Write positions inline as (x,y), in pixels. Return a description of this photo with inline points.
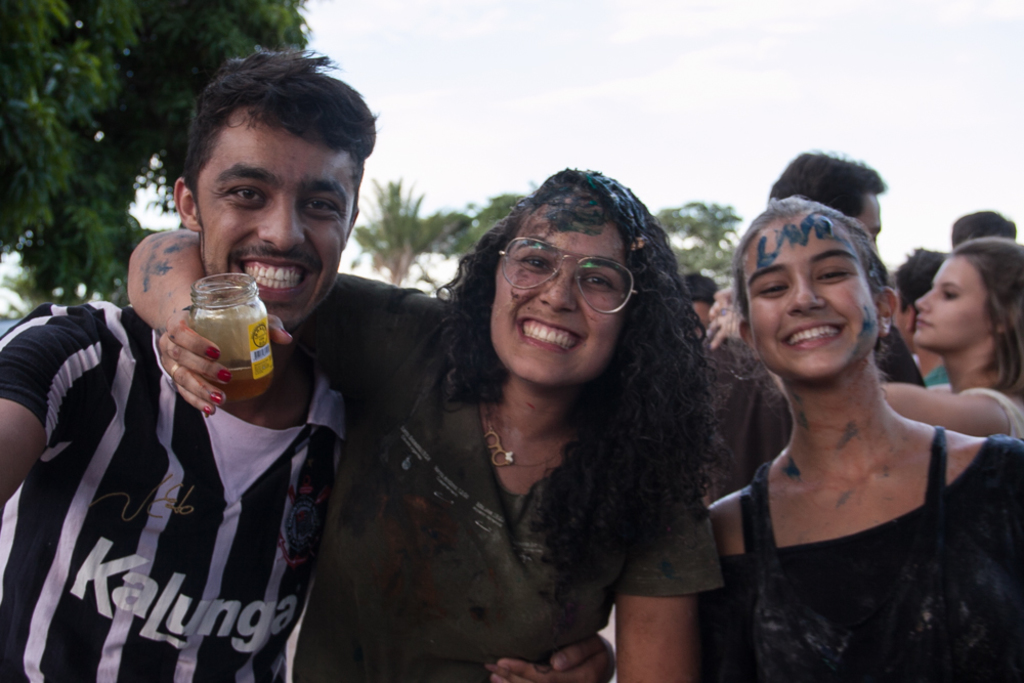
In this image we can see so many people (827,267). There are many trees (97,187). In front (170,560) there are three persons (468,535), middle woman (529,466) holds glass bottle (240,354) and wears spectacles (585,284). At the top (367,213) there is the sky (521,107).
